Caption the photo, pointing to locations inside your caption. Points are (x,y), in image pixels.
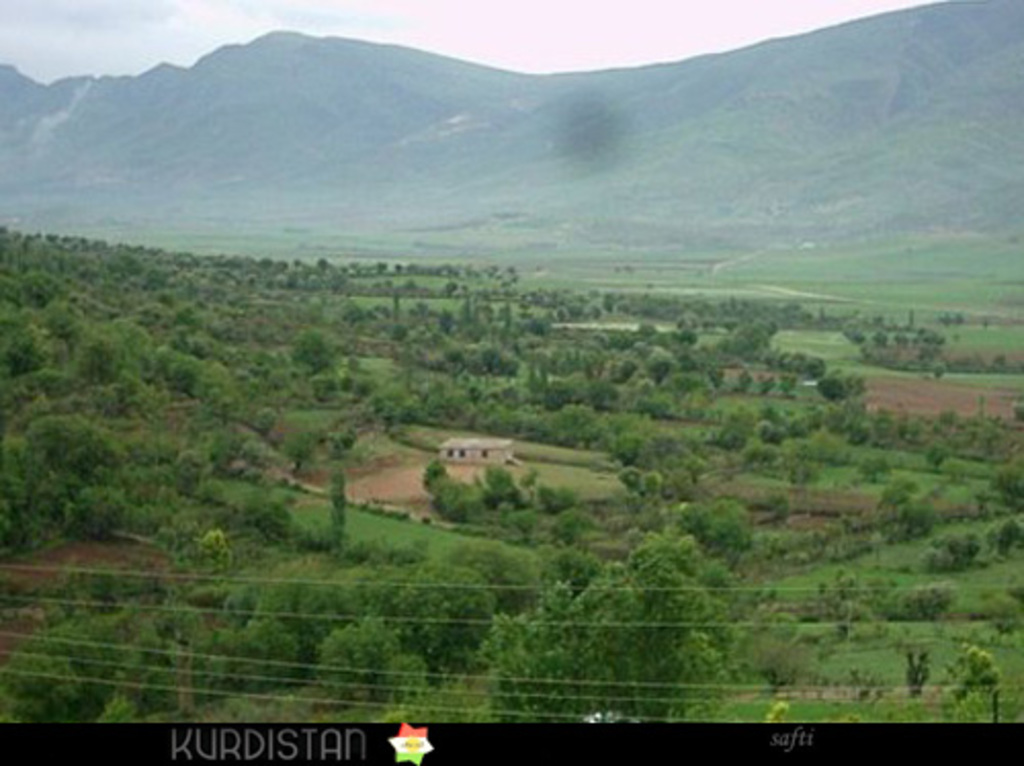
In this image I can see a logo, text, wires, trees (597,604), grass (312,505), plants (363,565), house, farms (613,484), mountains (745,176) and the sky (616,22). This image is taken may be near the mountains (487,137).
